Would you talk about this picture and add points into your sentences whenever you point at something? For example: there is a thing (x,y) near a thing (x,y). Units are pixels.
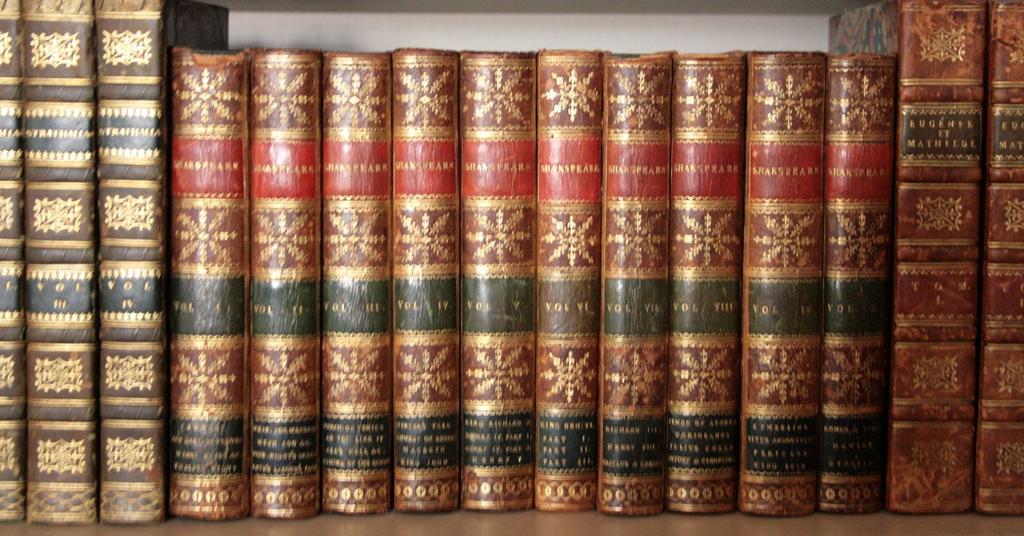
In this picture we can see many book spines (720,209) on a bookshelf (344,535).
